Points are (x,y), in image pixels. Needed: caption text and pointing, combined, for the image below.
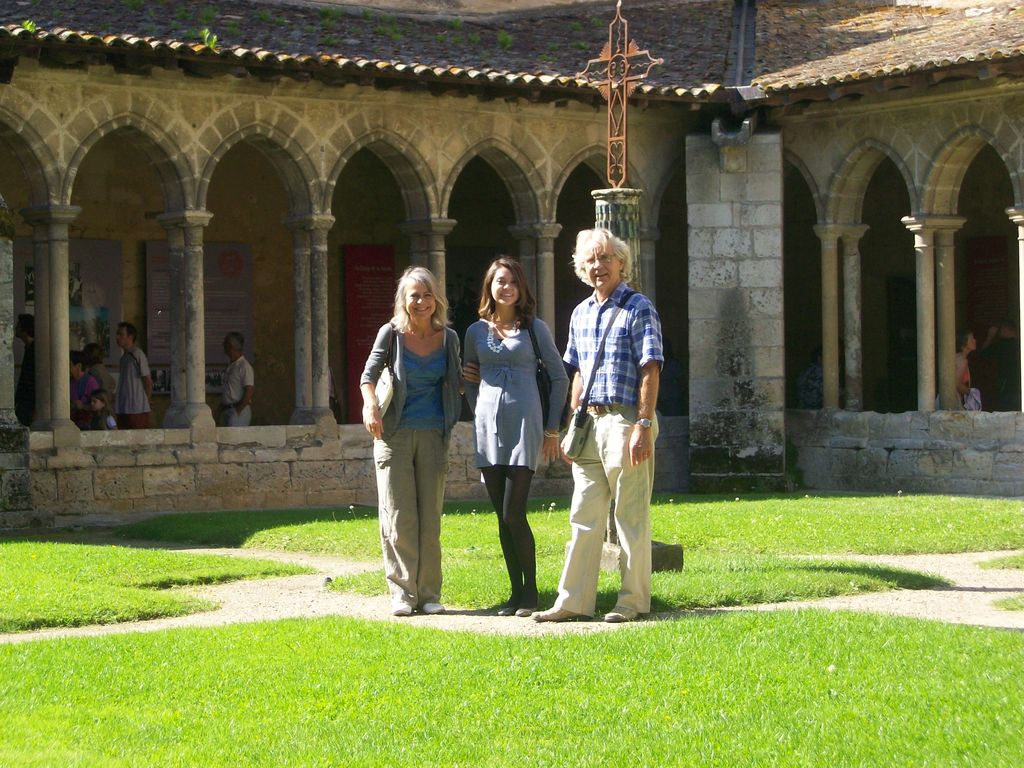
In this image there are three people (439,418) standing and posing for the camera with a smile on their face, there is grass (539,676) on the surface (516,672), behind them there are a few people (239,356) in a house (469,235).
